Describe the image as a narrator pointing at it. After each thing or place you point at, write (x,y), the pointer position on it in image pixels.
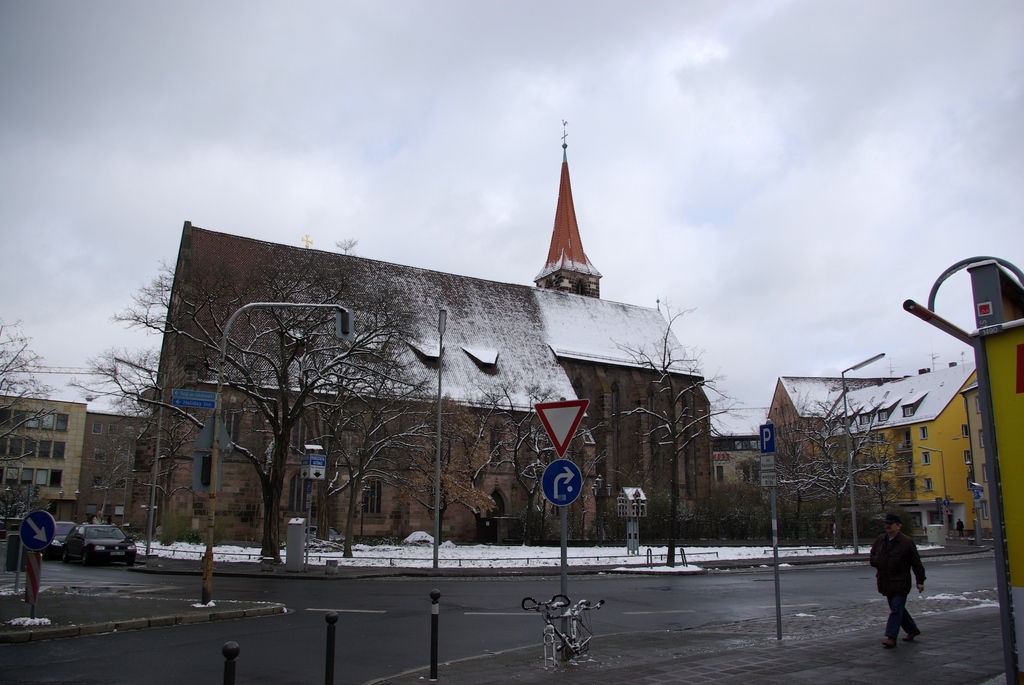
In this picture we can see many buildings (233,488). At the bottom (582,639) we can see bicycle (574,622) near to sign board (569,410). At the bottom right corner (885,558) there is a man (913,553) who is walking on the street (867,651). On the left (112,525) we can see cars (108,546) on the road (72,577). At the top (460,117) we can see sky (457,55) and clouds (397,70). In front of the building (635,484) we can see trees (273,514), snow (586,559), fencing (611,539) and street light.
